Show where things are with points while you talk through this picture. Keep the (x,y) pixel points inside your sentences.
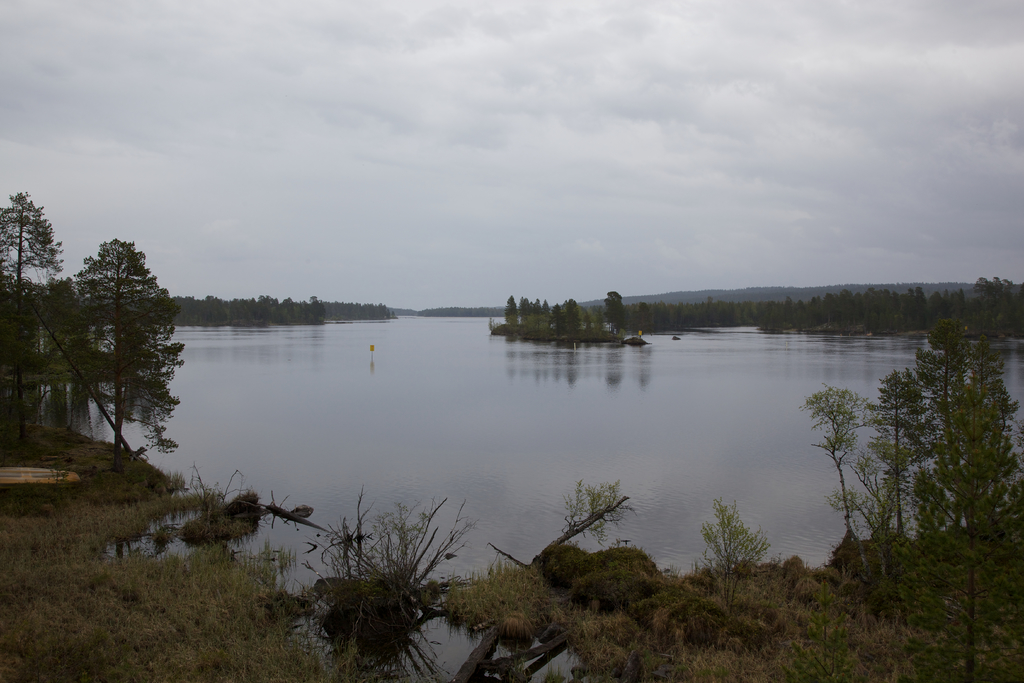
In this image, we can see plants (508,617), grass (137,531), water (460,642), trees (122,348), pole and object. Background (449,33) we can see the cloudy sky (339,197).
